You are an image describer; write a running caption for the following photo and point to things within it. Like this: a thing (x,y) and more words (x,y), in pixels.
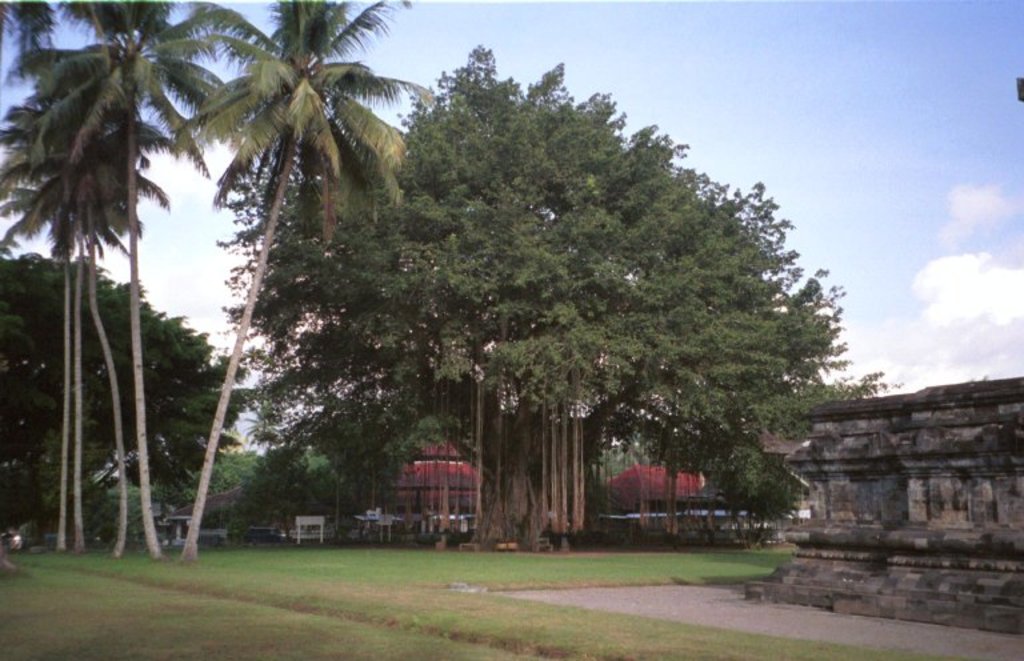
In this image we can see grass (661,558), wall (807,570), tables (323,536), houses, and trees (536,509). In the background (948,179) there is sky (980,239) with clouds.
